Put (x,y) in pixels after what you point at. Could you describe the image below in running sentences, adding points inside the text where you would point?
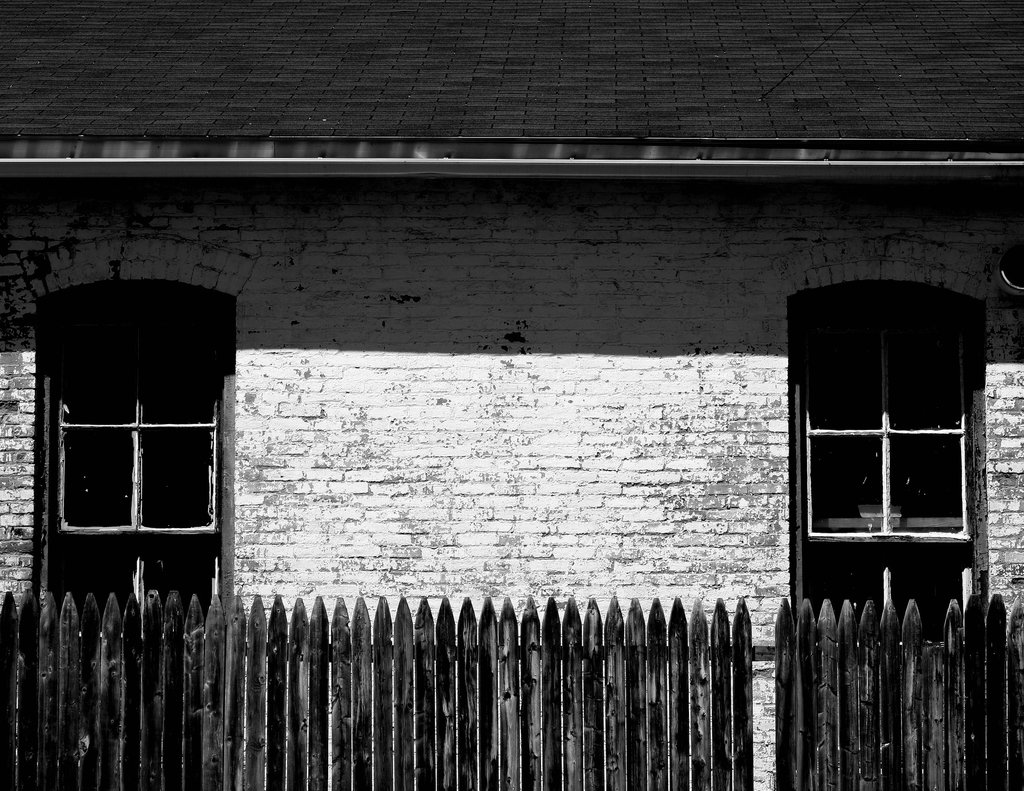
This looks like a black and white image. I can see a building (643,226) with the windows (832,517). I think this is the roof (496,87). At the bottom of the image (380,653), that looks like the wooden fence (654,704).
